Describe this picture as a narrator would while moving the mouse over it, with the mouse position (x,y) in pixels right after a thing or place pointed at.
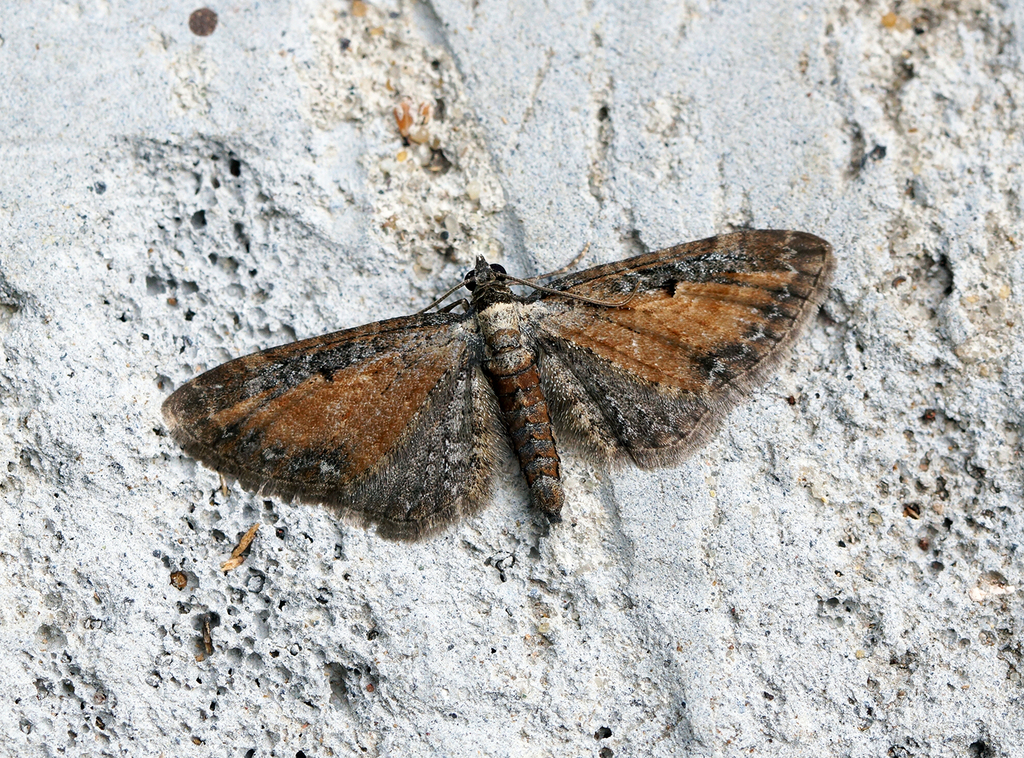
There is a brown color moth (464,352) on a white wall (502,662).
